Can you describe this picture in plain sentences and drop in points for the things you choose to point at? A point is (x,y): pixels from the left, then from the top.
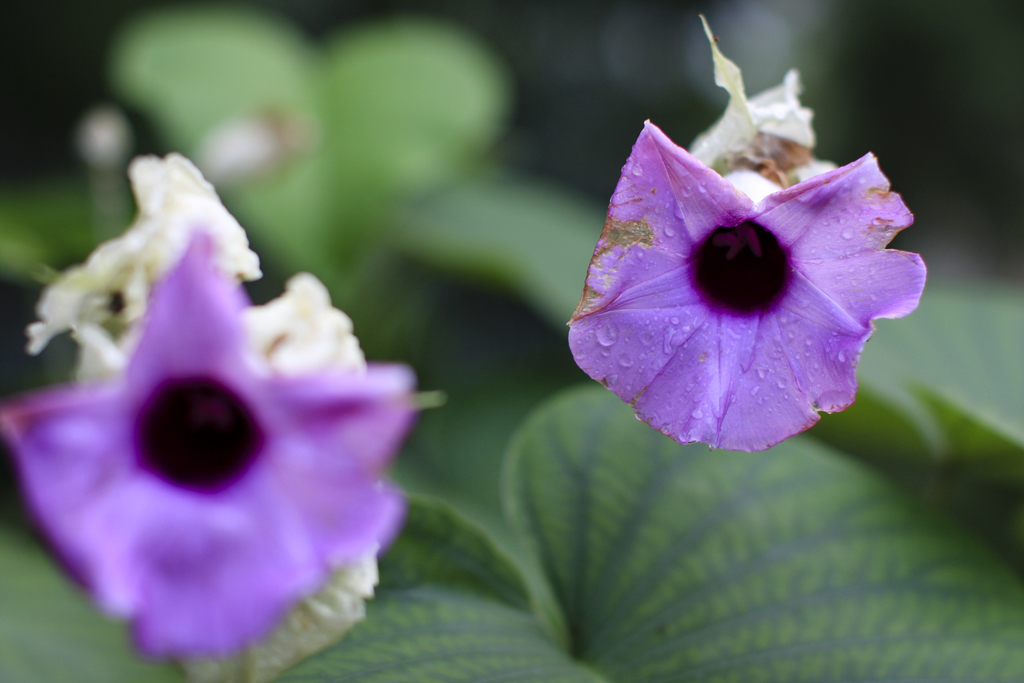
In this picture we can see flowers (777,244), leaves (525,432) and in the background (570,106) it is blurry.
